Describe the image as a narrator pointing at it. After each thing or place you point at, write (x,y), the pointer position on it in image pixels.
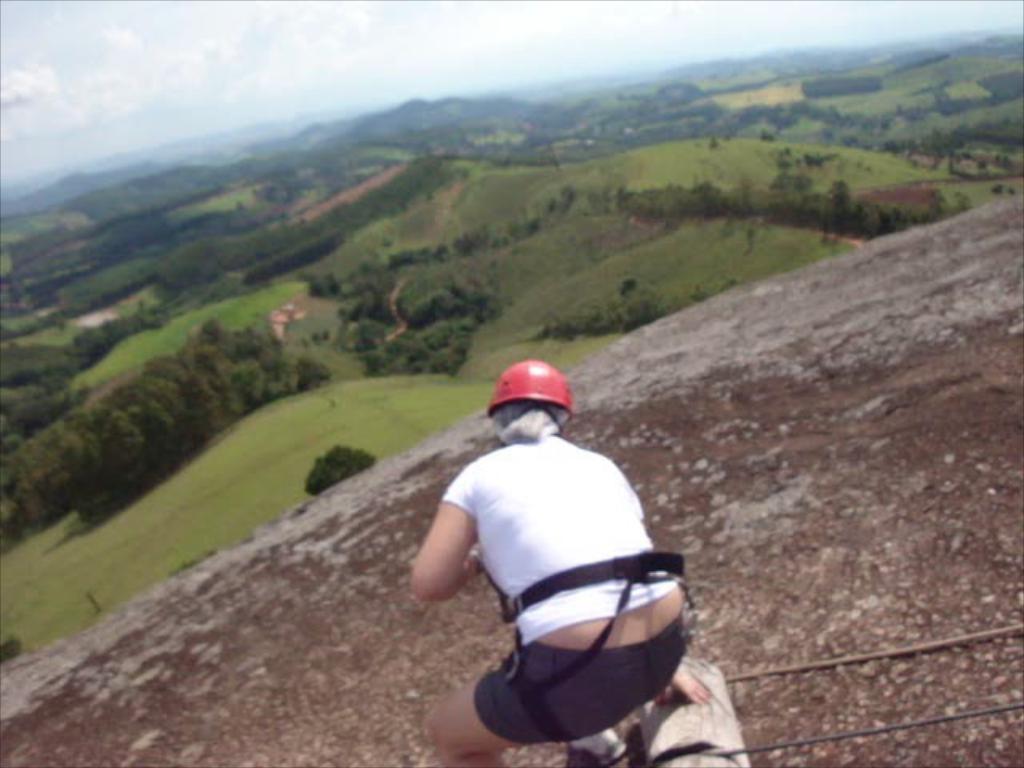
There is a person (500,678) wearing helmet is on a rock (774,645). There are tapes (827,664). In the background (407,213) there are hills (338,239), trees (412,161) and sky (408,56) with clouds (276,67).
